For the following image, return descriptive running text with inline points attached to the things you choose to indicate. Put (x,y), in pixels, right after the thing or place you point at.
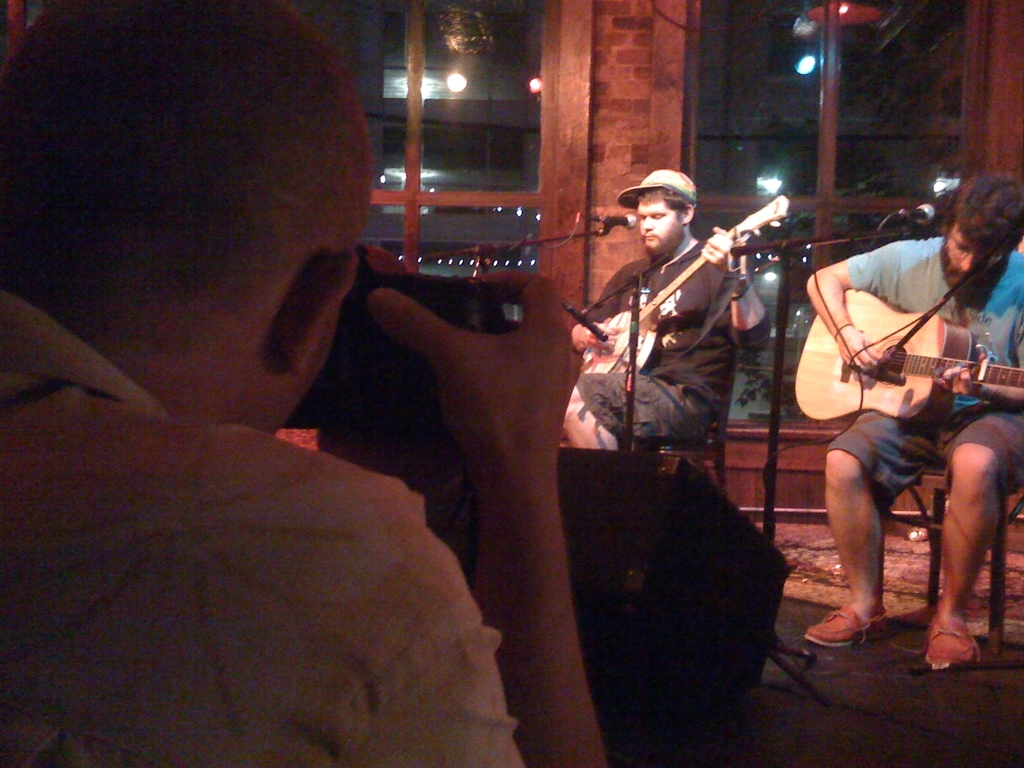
These two persons (651,216) sitting on the chairs (939,497) and playing guitar (820,371), behind these two persons (856,261) we can see glass window (773,112), from this glass window (516,6) we can see lights (846,8). There is a microphones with stands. This person (497,450) holding camera (471,301). This is floor (872,708).
